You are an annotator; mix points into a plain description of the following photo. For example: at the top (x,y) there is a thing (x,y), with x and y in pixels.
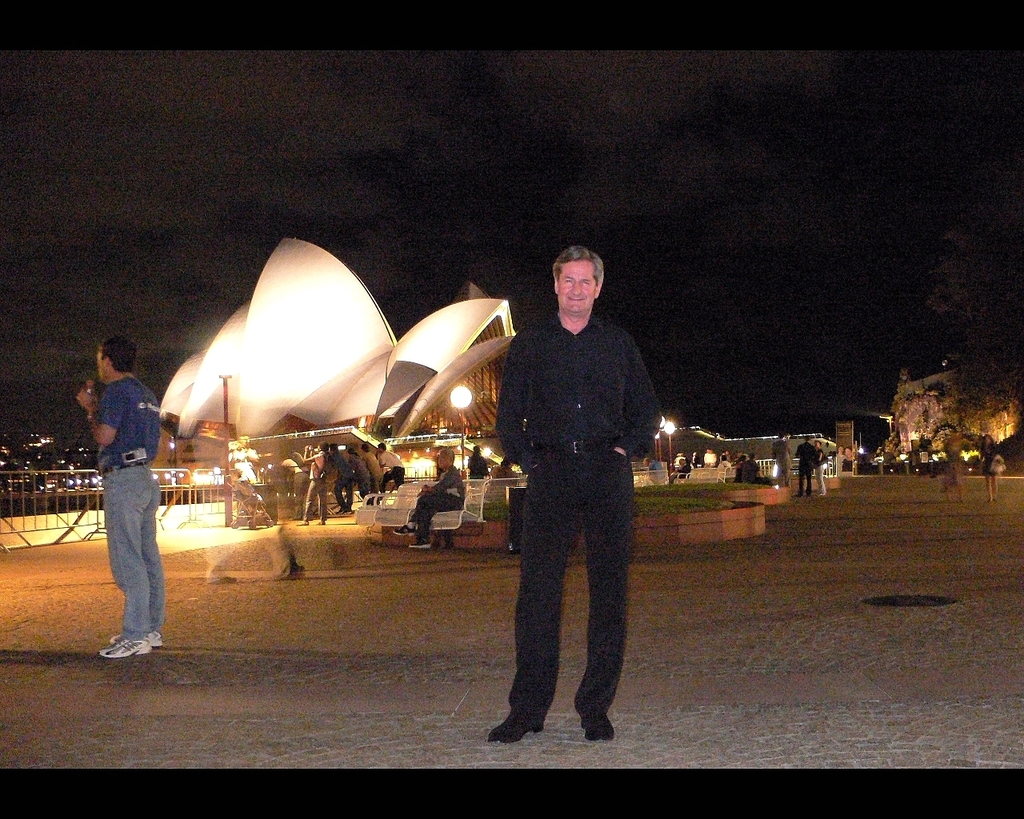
In this image I can see a person (565,416) standing in the center (564,489). He is wearing a black dress (561,564). Another person (128,430) is standing on the left (135,458). There is a fence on the left (14,492) and a building (282,455) at the back (486,438). There are lights (489,452) and people (651,468) are present at the back (783,476). There is a tree (945,423) on the right (963,425). It's the nighttime.
